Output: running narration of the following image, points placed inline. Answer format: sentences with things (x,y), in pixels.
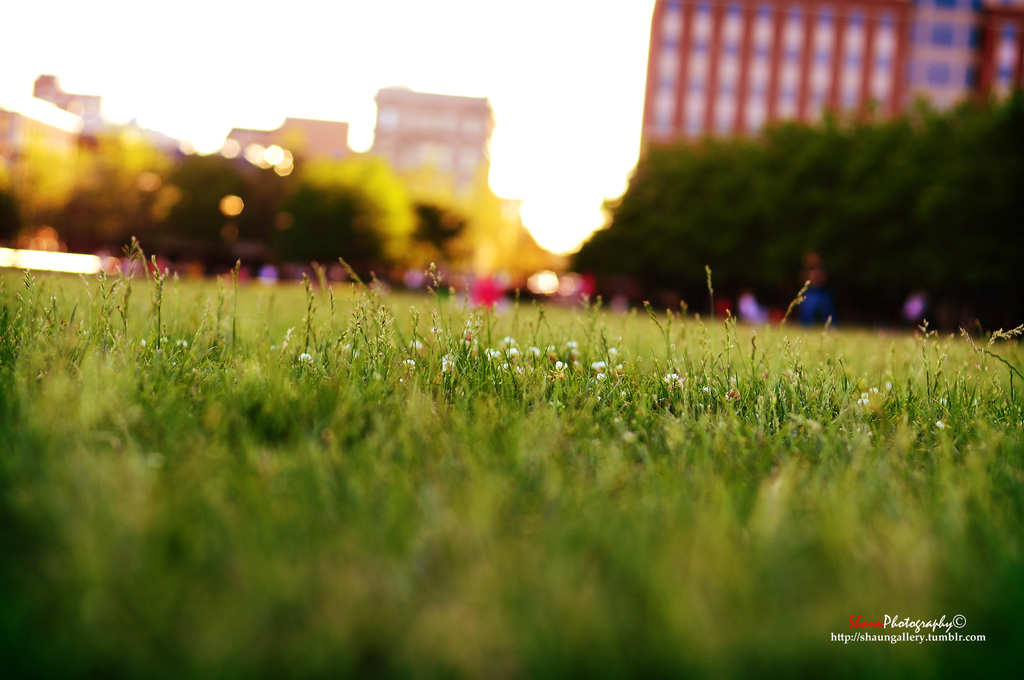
This image is taken outdoors. At the top of the image (281,58) there is the sky (351,63). In this image the background (383,166) is a little blurred. There are a few buildings (458,132) and there are a few trees (772,227). At the bottom of the image (352,598) there is a ground (727,659) with grass (417,453) on it.
